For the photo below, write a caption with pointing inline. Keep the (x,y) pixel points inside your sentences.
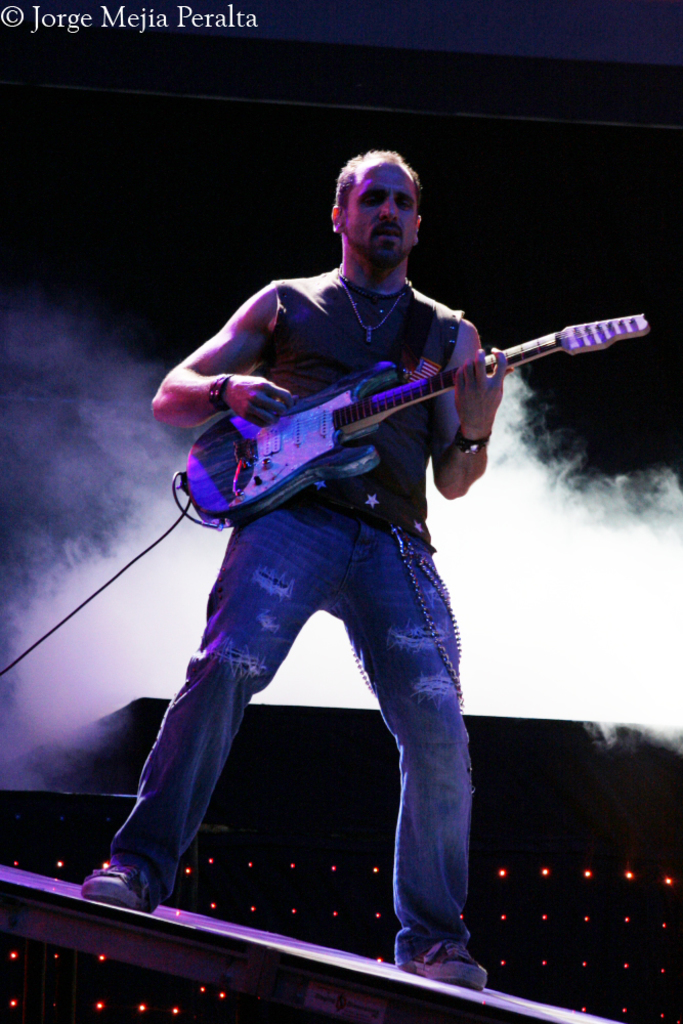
A man (438,963) is standing and also playing the guitar (288,445). He wears a t-Shirt (391,299) and a jeans pant (280,537) behind him there is a foggy smoke (577,561).
